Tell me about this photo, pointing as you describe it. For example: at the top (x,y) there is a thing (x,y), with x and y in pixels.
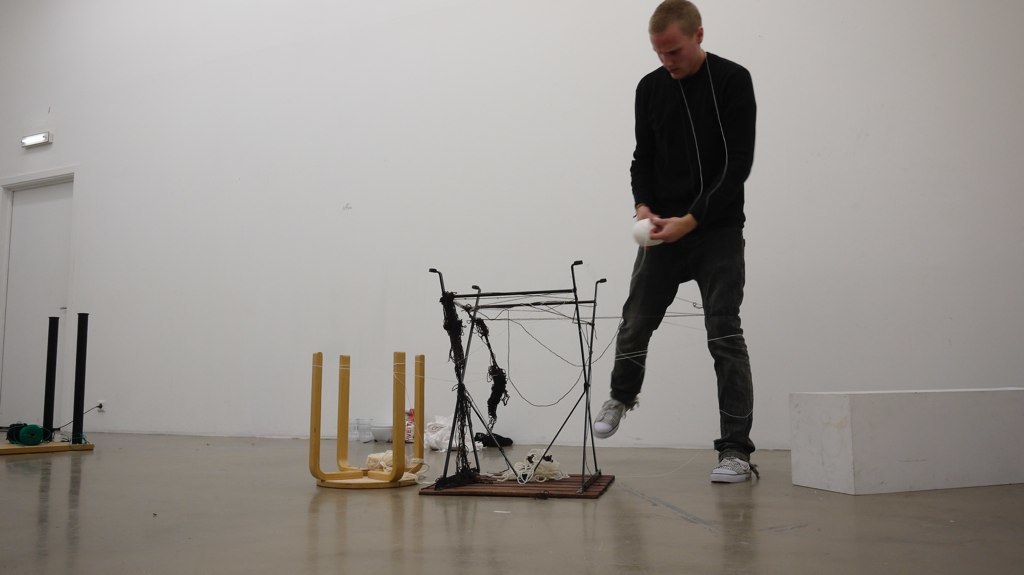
On the right side (710,163), there is a person (727,86) in a black color t-shirt (713,115), holding a thread bundle (644,237) with a hand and on the floor (6,479). In front of him, there are two stools (469,404) arranged in reverse position on the floor (428,483) and there is a white color box (844,459) on the floor (772,461). On the left side (83,317), there is another stool (50,427) arranged in reverse position on the floor (10,466). In the background (5,404), there is a white color door (48,259) and there is a light (42,143) attached to the white wall (115,137).
